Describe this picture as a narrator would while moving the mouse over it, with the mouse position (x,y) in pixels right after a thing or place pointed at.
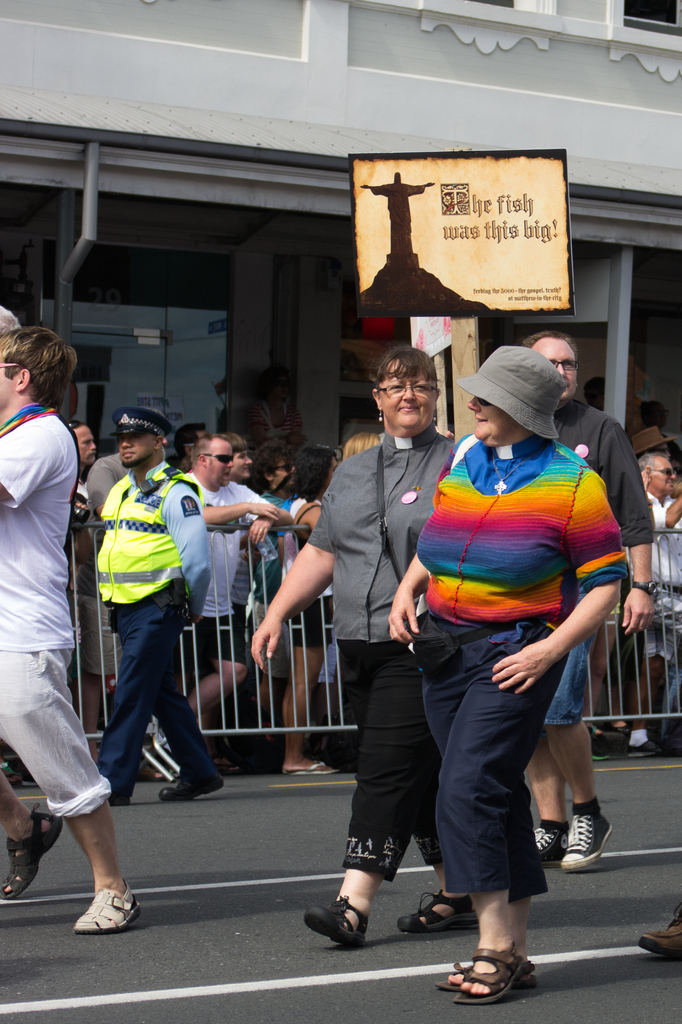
In this image there are a few people (388,617) walking on the road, behind them there are people (256,536) standing by a metal fence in front of them, in the background of the image (306,366) there is a building (341,137).
